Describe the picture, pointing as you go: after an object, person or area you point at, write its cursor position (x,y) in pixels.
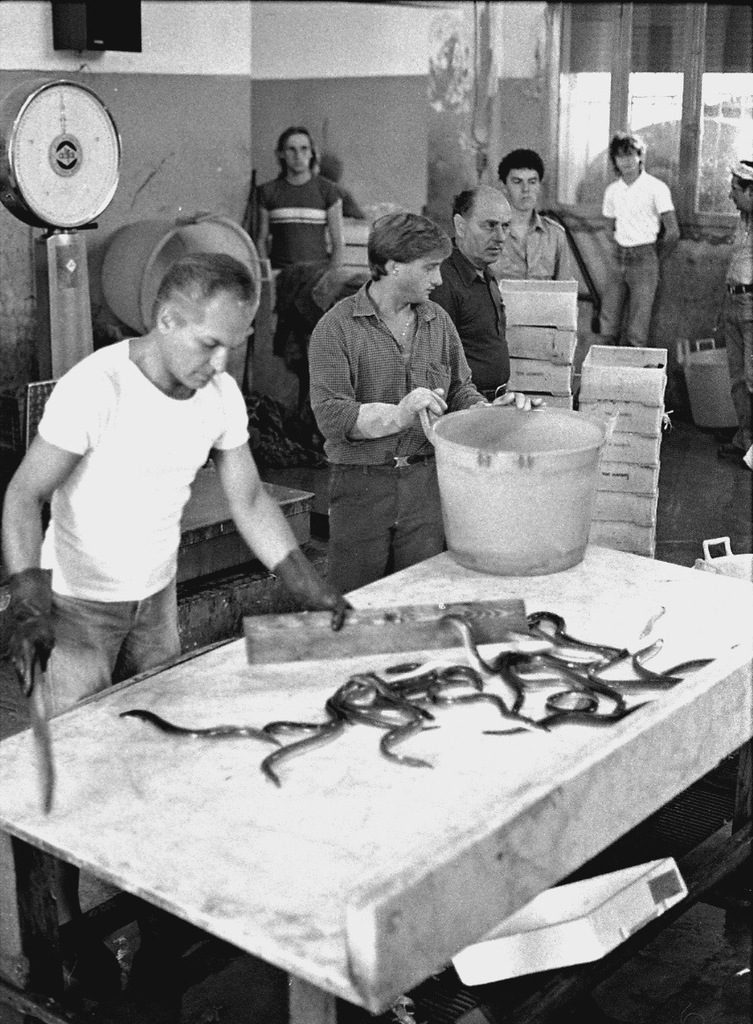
This picture shows that there are some men (364,481) who are killing some Eels (457,696) on the table (485,656). This is a bucket (502,476) on a table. In the background (489,254) there are some men (492,202) watching this. There is a wall (298,91) and a weighing machine (93,140) here.
